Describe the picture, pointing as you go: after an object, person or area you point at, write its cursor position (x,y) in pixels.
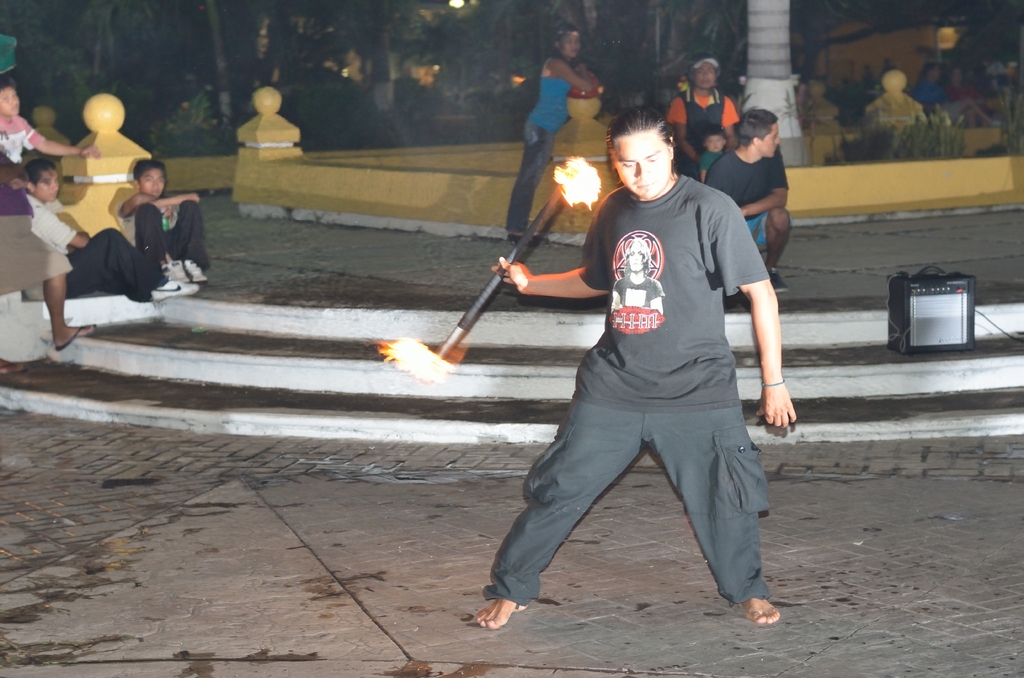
Here in this picture we can see a person (641,447) standing on the ground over there and he is holding a rod (492,285), which is lightened up with fire (426,356) on both side as he is performing something with it and behind him we can see some people (143,225) standing and sitting on the place (793,319) over there and in the far we can see plants (889,144) and trees (238,85) present all over there and we can also see some equipment (913,334) present on the steps (900,359) over there.
